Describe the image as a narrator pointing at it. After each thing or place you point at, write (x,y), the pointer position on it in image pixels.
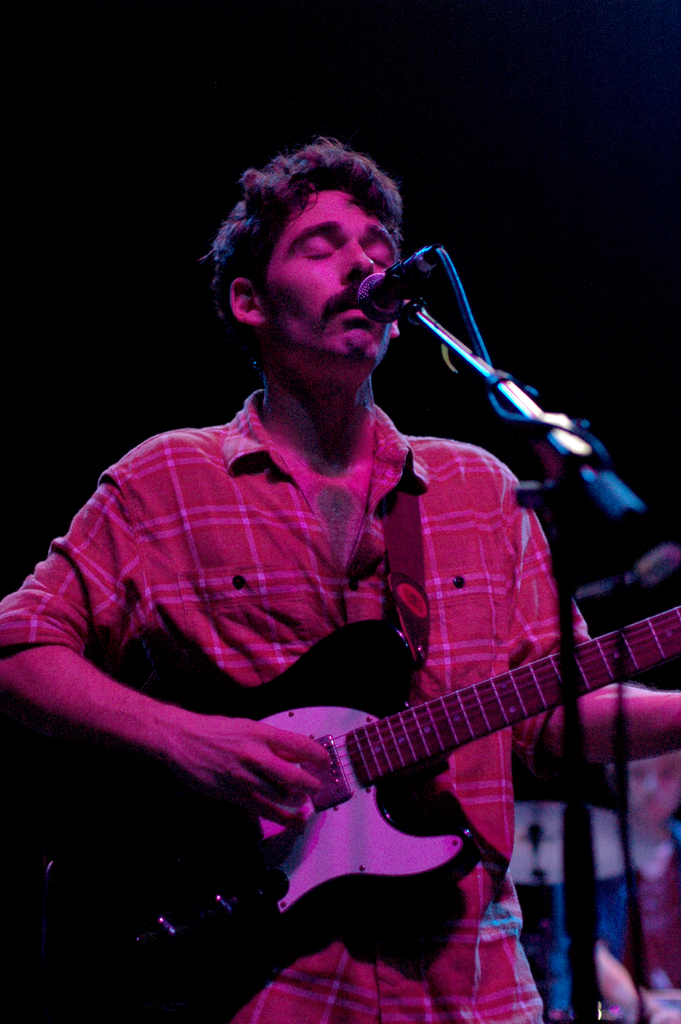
In this picture there is a man (232,601) in the center of the image (287,555), by holding a guitar (227,702) in his hand (221,753) and there is a mic (378,316) in front of him, it seems to be there is a drum set (551,816) and another person (663,773) in the background area of the image (547,868).
